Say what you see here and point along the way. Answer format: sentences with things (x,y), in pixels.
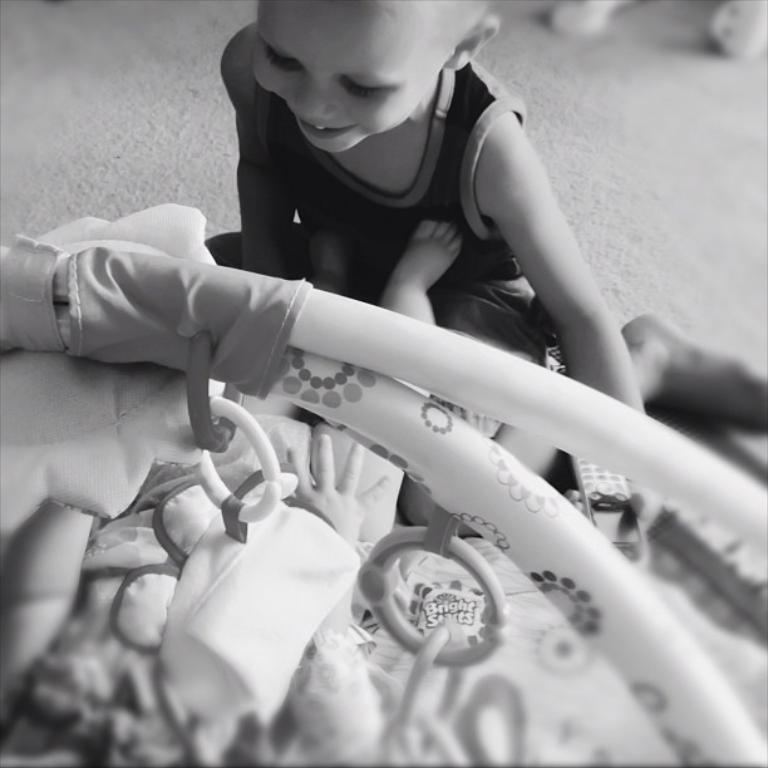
In this image there is a child (462,91) sitting in front of the cradle (312,352), on which there is a baby (285,437).
